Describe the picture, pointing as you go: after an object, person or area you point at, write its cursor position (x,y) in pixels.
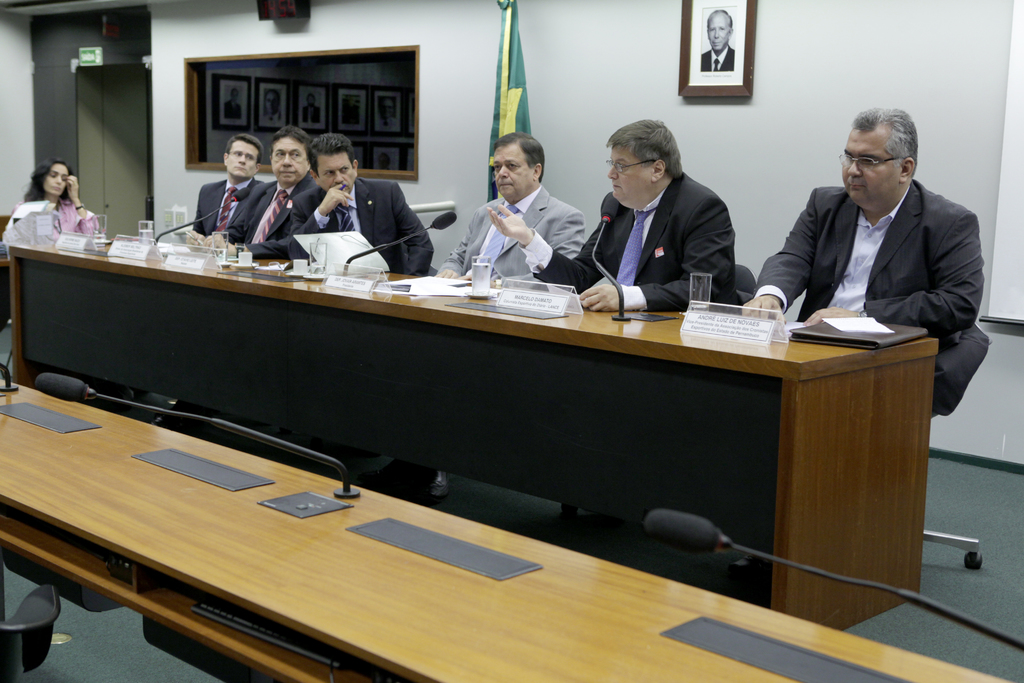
In this image i can see few people (283,195) sitting in front of a table (413,321), on the table (577,323) i can see boards (500,303), water glasses (479,291) and microphones (601,231). In the background (611,107) i can see a wall (599,76), a flag (505,71) and few photo frames (349,88) attached to it.
